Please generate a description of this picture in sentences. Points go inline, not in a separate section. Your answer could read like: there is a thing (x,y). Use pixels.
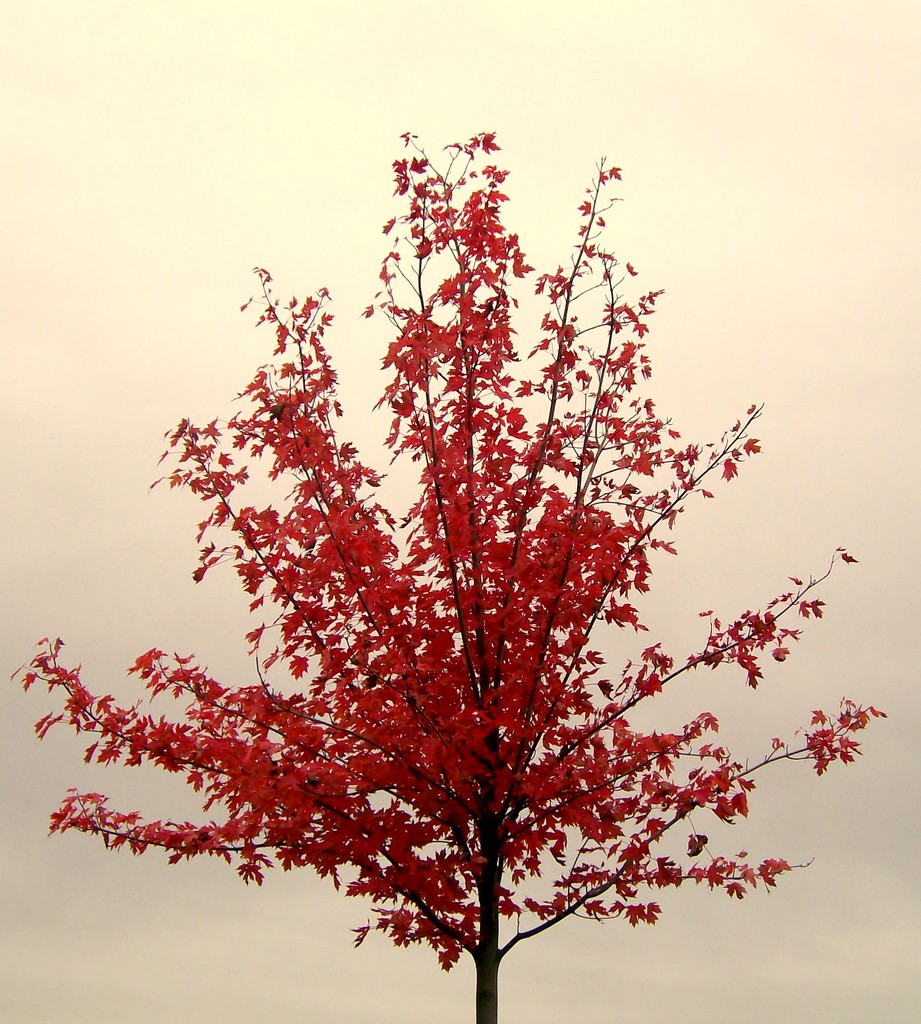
In the picture I can see a tree (518,822) with red color leaves (296,589). The background of the image (28,996) is in cream color.
